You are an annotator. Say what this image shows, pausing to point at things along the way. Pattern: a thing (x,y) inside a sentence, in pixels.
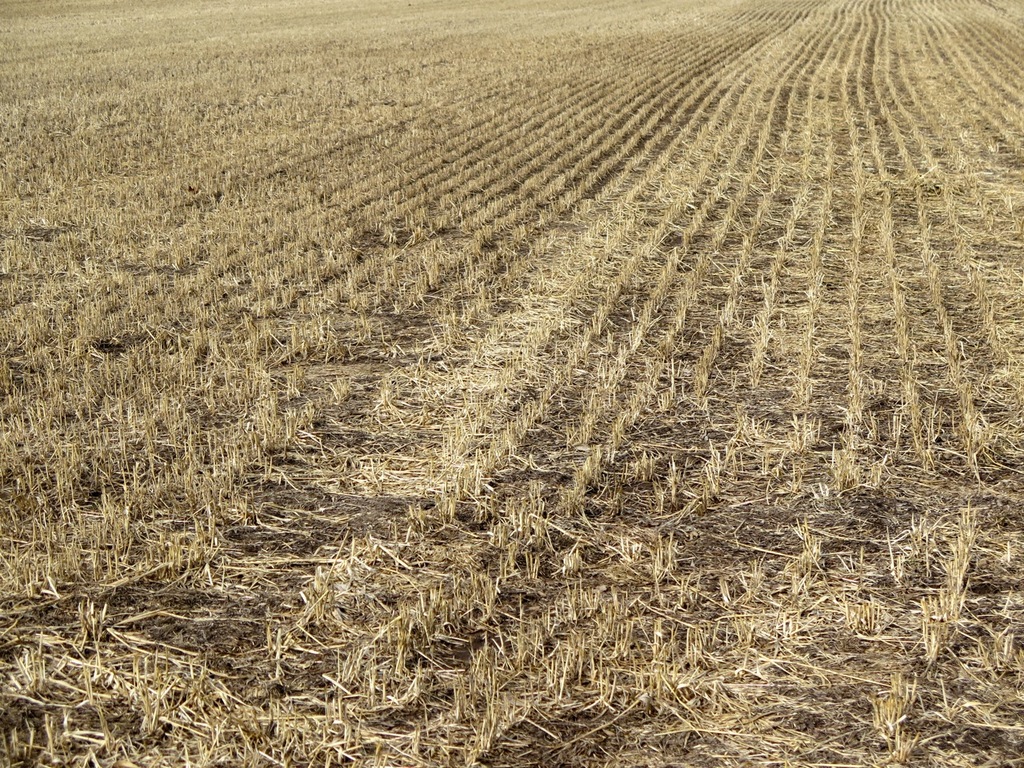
In this image I can see the dried grass (352,285) on the ground (370,393). The grass (431,270) is in cream color.
